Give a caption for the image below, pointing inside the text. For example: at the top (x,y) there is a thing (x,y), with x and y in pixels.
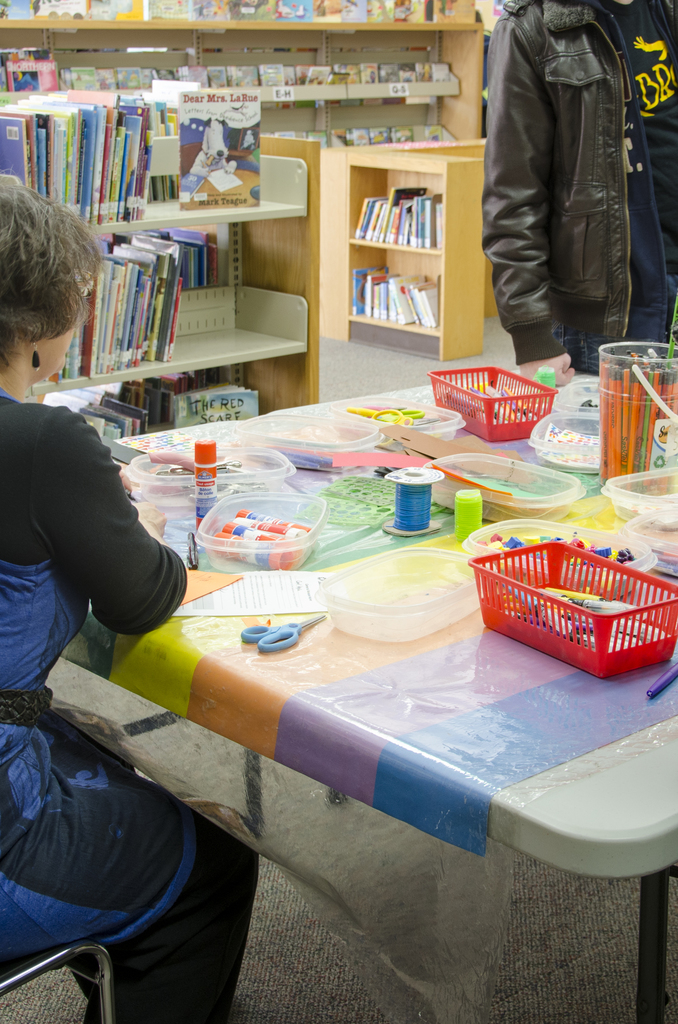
In this image i can see a woman (67,548) sitting there are few boxes (239,507), scissor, paper (296,605), thread (426,523) on a table (453,653) at the background (403,139) i can see a person (507,150) standing, few books (186,164) on a rack (176,157).
